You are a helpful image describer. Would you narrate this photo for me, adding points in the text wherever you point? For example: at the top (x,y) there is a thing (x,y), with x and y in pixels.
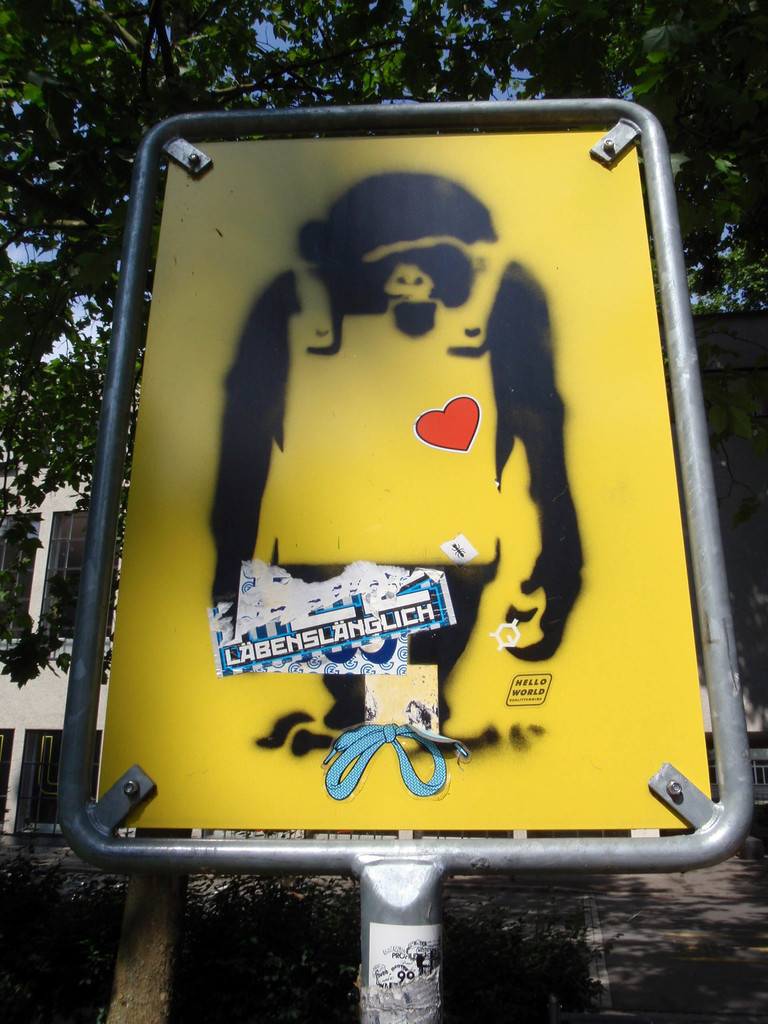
In the picture I can see a board (445,553) which is yellow in color. On the board (256,539) I can see a painting (414,536) of an animal (452,566) and something written on it. In the background (47,532) I can see a tree (387,85) and a building (1,642).
